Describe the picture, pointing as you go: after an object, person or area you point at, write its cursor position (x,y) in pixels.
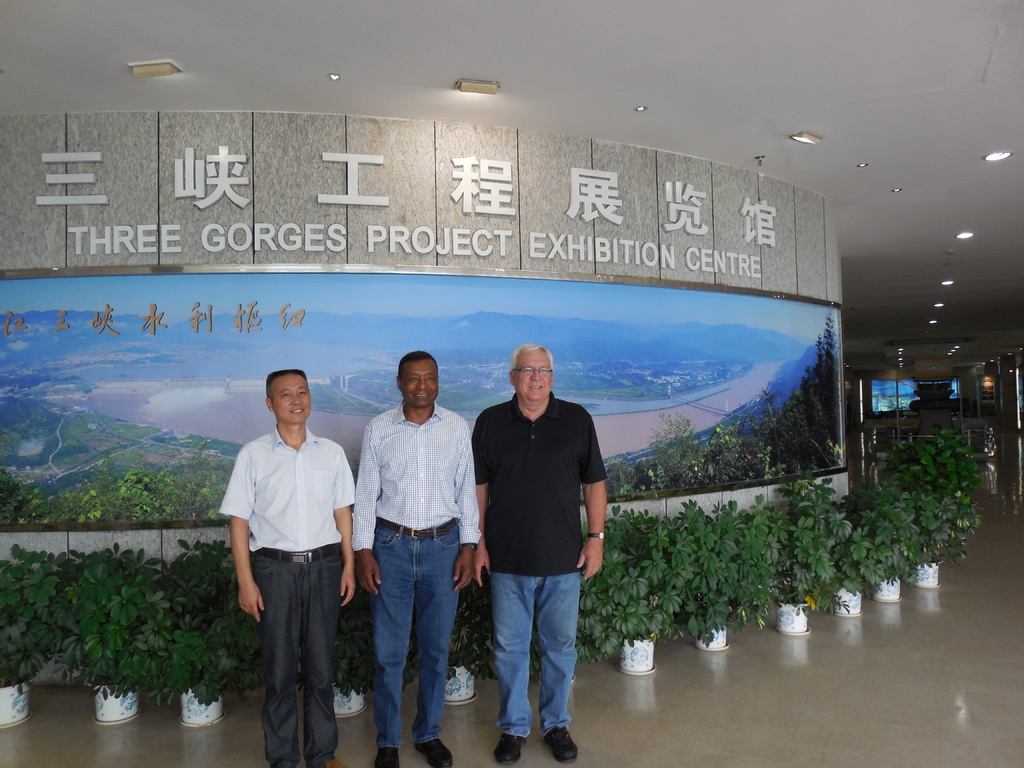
In this image we can see three men (422,471) are standing on the floor (853,699). Behind them, we can see potted plants (221,586), banner (685,402) and a wall (168,240). At the top of the image (326,81), we can see the roof (794,74) and lights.
